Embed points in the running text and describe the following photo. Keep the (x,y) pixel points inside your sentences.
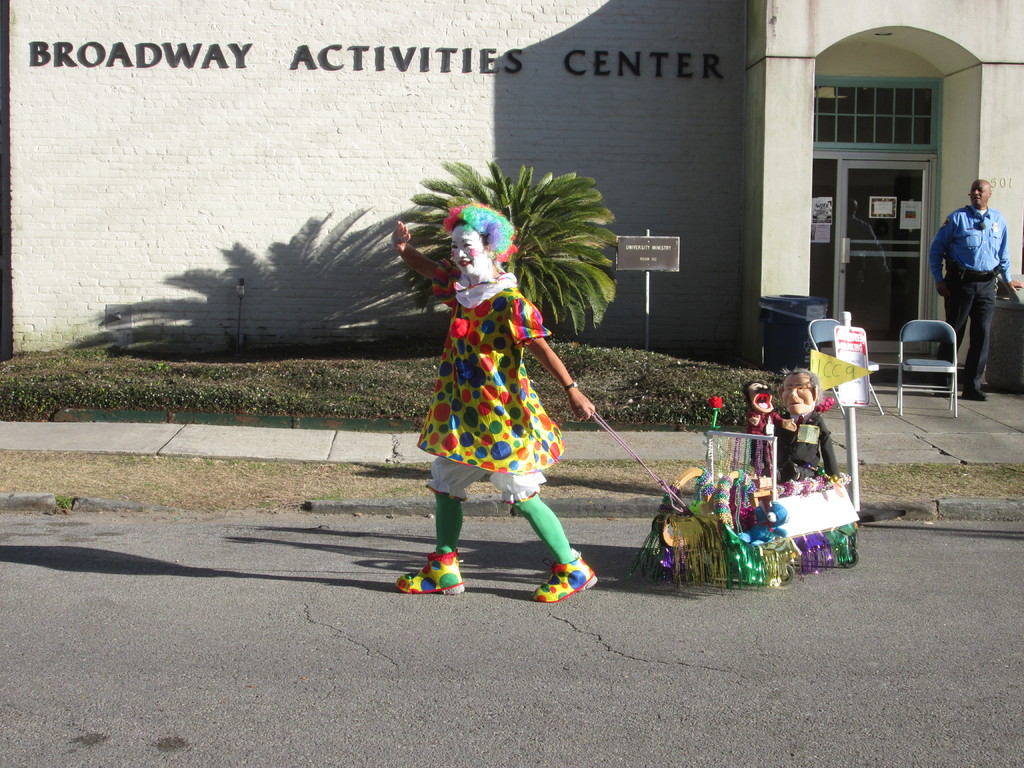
This picture is clicked outside. In the center (517,295) we can see a person (474,313) wearing a costume (484,403), holding a rope (595,418) which is attached to a vehicle (823,488), walking on the ground (370,531) and seems to be pulling the vehicle (757,501) with the help of the rope (655,475) and we can see the toys (778,414) and some objects (776,471) on the vehicle (787,489). In the background (40,481) we can see the grass (381,374), plant (565,267), text (630,247) on the board (656,261) and the building (789,53) and we can see the text (369,62) on the building (715,86). On the right (993,224) there is a person (973,223) seems to be standing on the ground (617,443) and we can see the chairs (939,340), door (912,253) of the building (916,229) and we can see some objects (787,303).
